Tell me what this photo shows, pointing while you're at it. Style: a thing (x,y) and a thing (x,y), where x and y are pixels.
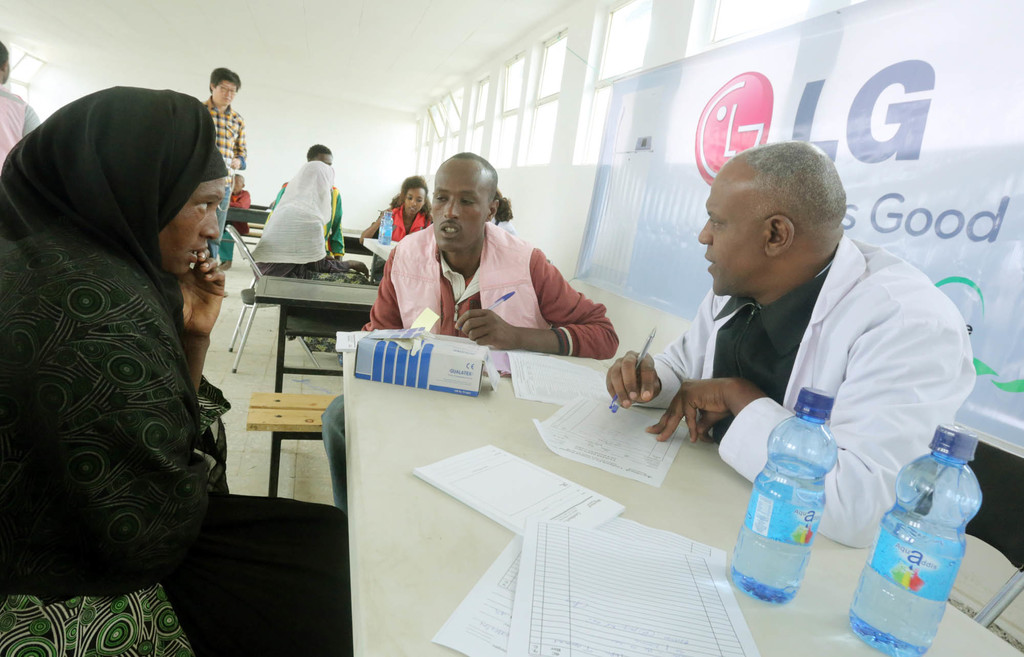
In this image I can see number of people (144,260) where few are standing and rest all are sitting on chairs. I can also see few tables (360,320) and on these tables (367,549) I can see few bottles (867,621), few papers (461,618), a box (446,378) and here I can see he is holding a pen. In the background (655,169) I can see a white colour banner (767,72) and on it I can see something is written.
